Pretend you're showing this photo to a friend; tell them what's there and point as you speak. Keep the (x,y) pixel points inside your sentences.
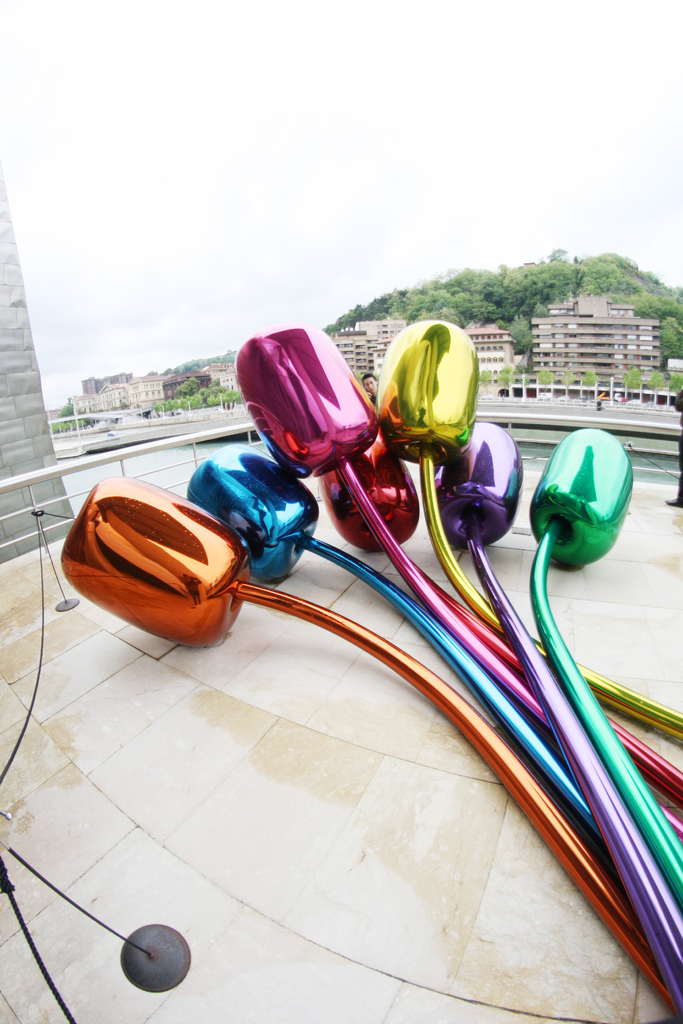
In this picture we can see few show pieces (312,608) on the floor (277,680), beside to the show pieces (399,350) we can find few people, in the background (546,363) we can see few metal rods (607,419), buildings (566,357) and trees (550,276).
